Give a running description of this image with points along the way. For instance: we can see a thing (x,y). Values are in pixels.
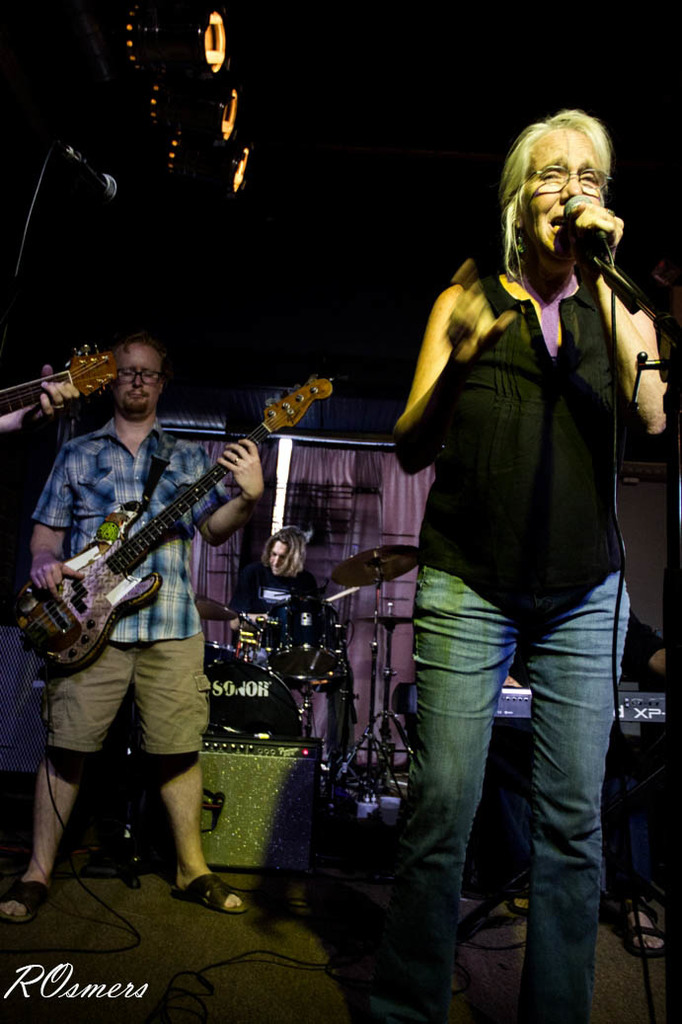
In the image we can see some persons (161,482) on the right side (524,441) we can see one woman (498,385), she is singing. And she is holding microphone (570,210). Coming to the left side (137,477) we can see one man (165,541) holding guitar (78,585). Coming to the background (300,582) we can see one man (293,589) sitting. In between them they were some musical instruments (291,710).
